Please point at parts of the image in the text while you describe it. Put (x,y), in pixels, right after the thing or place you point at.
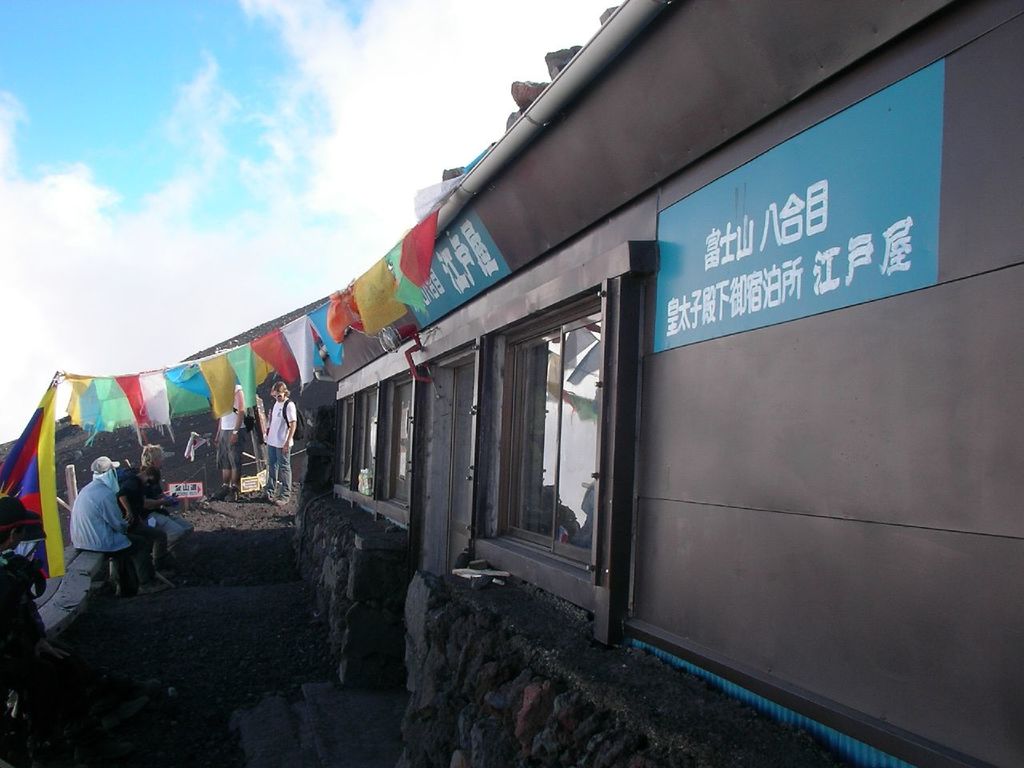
In this picture I can see a building (493,274) on the right (698,241) and I see windows (515,343) and few words (720,235) written. In the center of this picture (402,279) I can see few people (81,498) and few flags (211,377). In the background (190,147) I can see the sky (112,126).
